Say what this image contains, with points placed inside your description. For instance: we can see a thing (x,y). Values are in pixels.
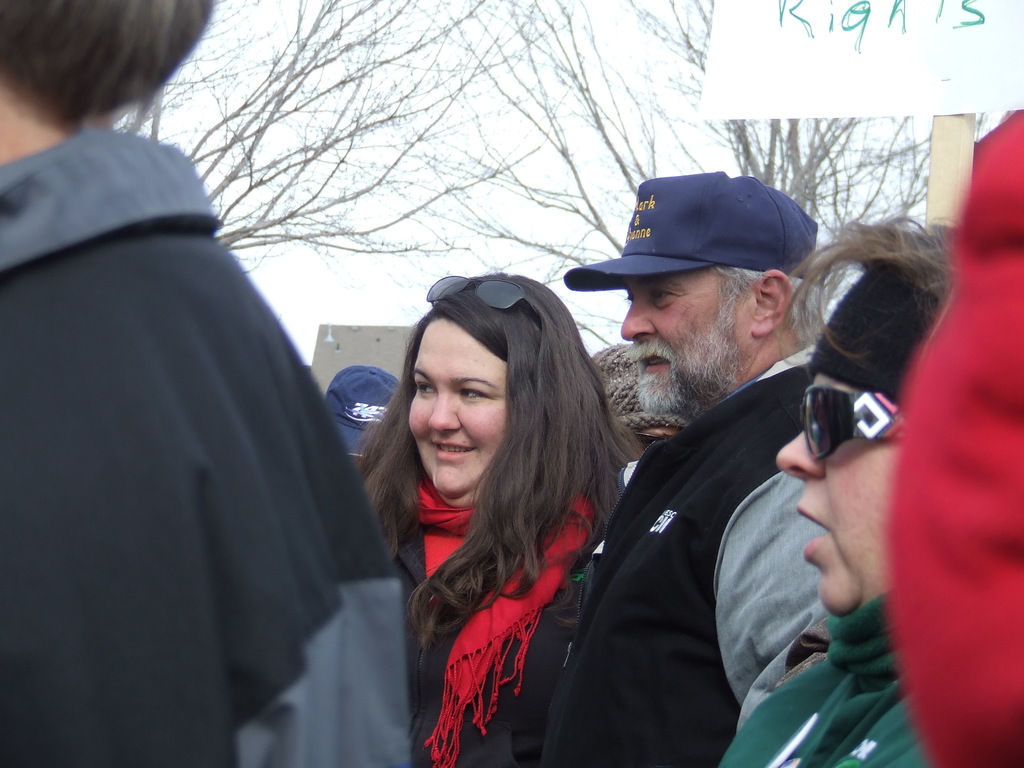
In this picture there is a woman (554,501) with black jacket (490,721) is standing and smiling and there are group of people (824,514) standing and few (1022,278) are holding the placards (923,25) and there is a text (863,43) on the placard (906,44). At the back (408,206) there are trees (404,224). At the top (404,224) there is sky (404,224).
